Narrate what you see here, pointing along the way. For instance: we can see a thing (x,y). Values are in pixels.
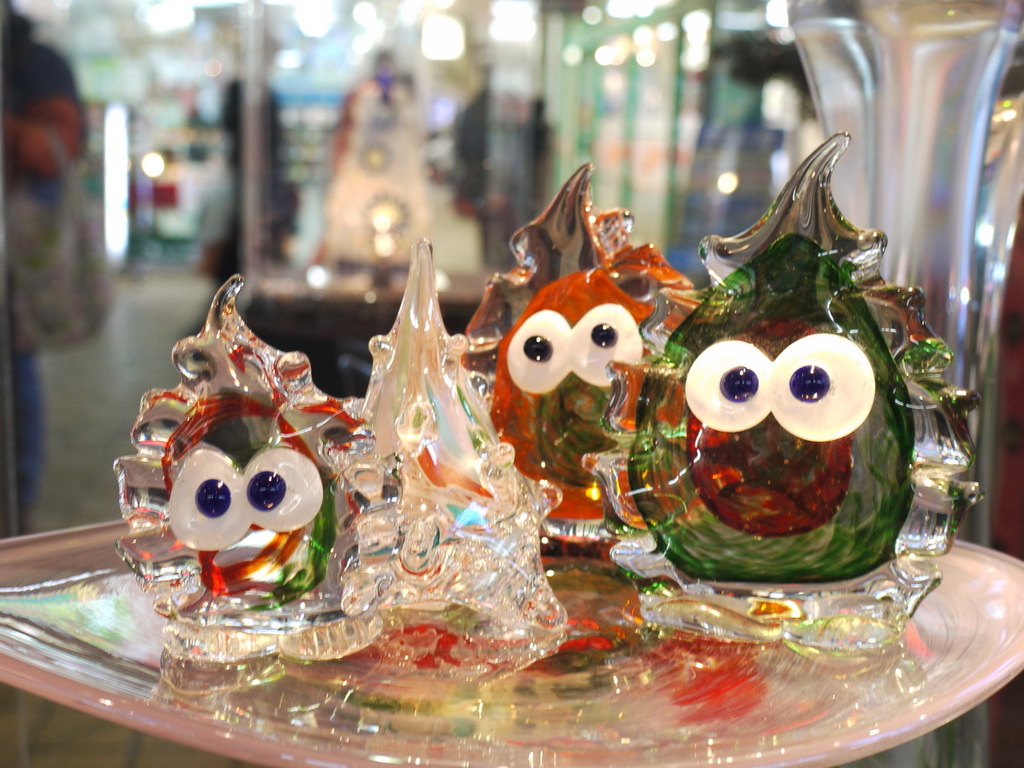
In this image I can see few glass toys (849,647) in the plate (807,668) and the plate (879,676) is in white color and I can see blurred background (1010,378).
